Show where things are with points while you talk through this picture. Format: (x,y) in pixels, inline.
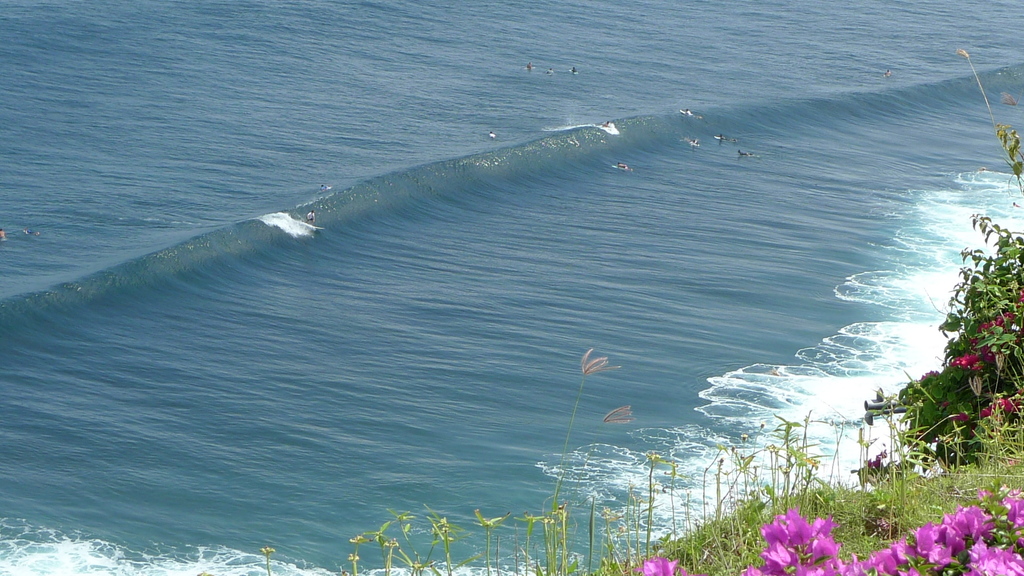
In this image there is water (302,231) and we can see people (741,153) in the water (541,148). At the bottom (988,425) there are plants (970,467) and we can see flowers (960,525).
